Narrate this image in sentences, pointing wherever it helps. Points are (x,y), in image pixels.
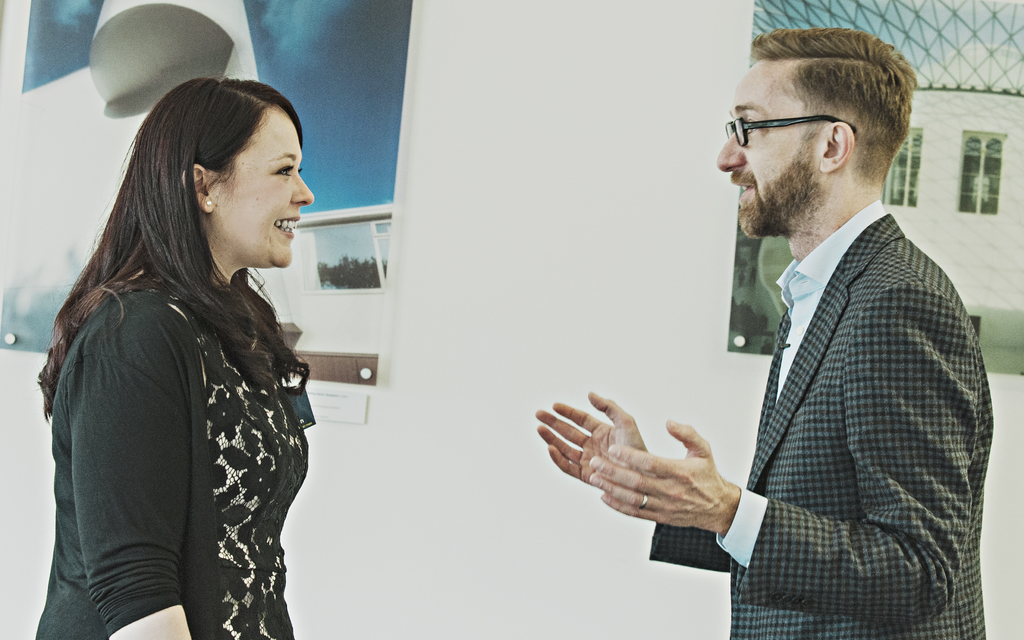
In the foreground of this image (689,555), there is a woman (227,478) on the left (213,393) and a man (852,389) on the right (880,440). Behind them, there are two posters (356,15) on the wall (576,152).
